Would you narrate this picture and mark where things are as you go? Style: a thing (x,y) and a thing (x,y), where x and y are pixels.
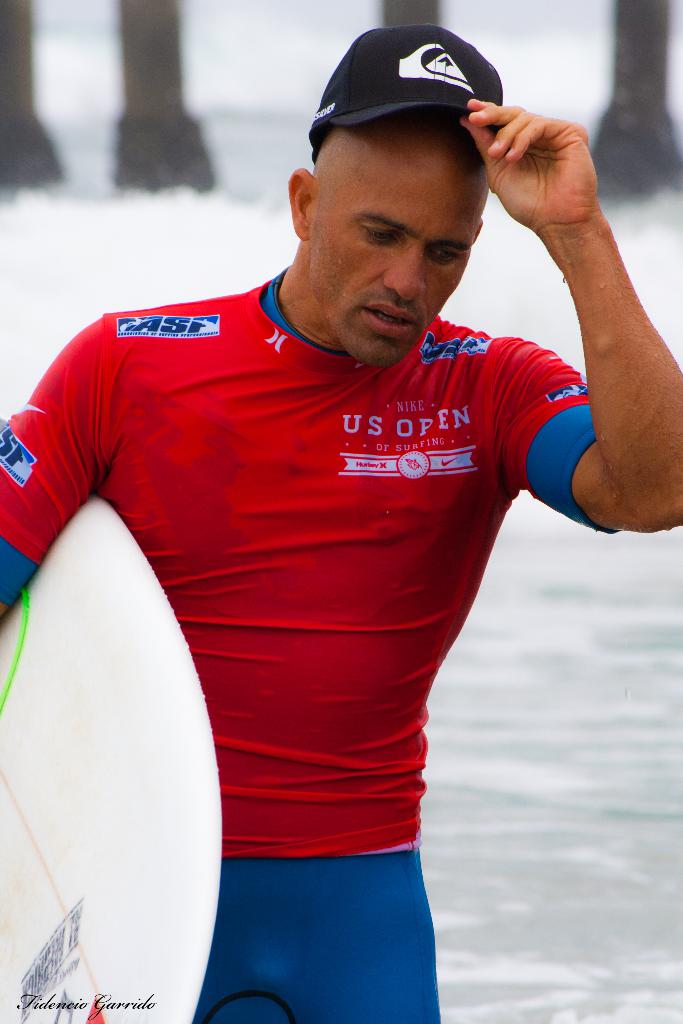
In this image, there is a person (275,513) wearing colorful clothes (262,513) and cap (406,97). This person (215,341) standing in front of the water (186,264). This person (143,370) holding surfboard (164,736).
